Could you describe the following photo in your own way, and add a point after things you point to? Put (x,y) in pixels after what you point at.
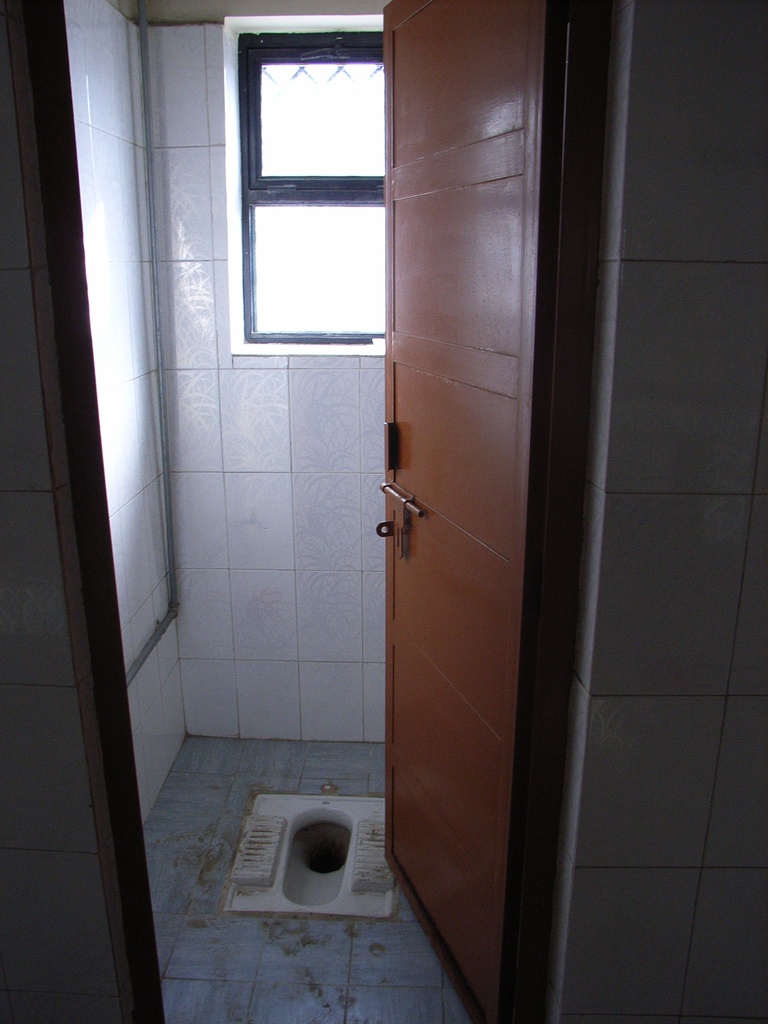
In this picture we can see a toilet (283,861), a door (401,473), windows (322,211), a pipe (163,468) and walls (579,669).
